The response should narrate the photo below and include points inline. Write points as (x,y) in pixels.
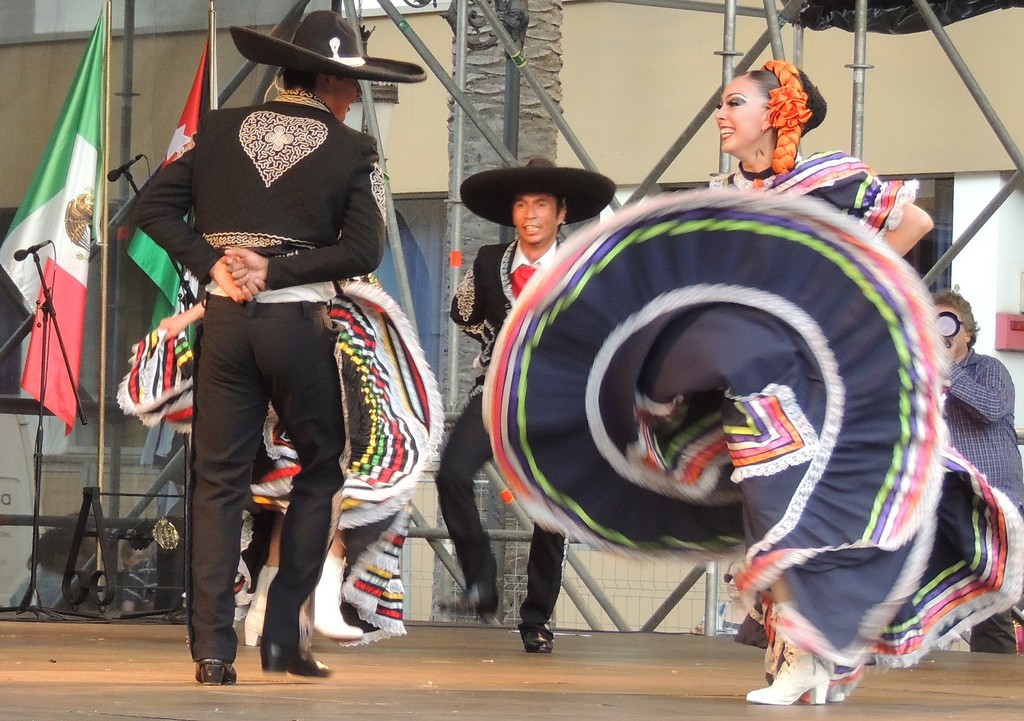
The girl (570,299) on the right side of the picture (788,394) wearing black dress (633,392) is dancing. Beside her, the man (499,272) in black blazer (457,306) who is wearing a hat (569,195) is standing. Behind them, we see flags (79,342) which are in red, white and green color. Behind them, we see a building (633,62). On the right corner of the picture (975,442), we see a man (979,457) in blue shirt (976,400) is clicking photos on the camera (946,315).
